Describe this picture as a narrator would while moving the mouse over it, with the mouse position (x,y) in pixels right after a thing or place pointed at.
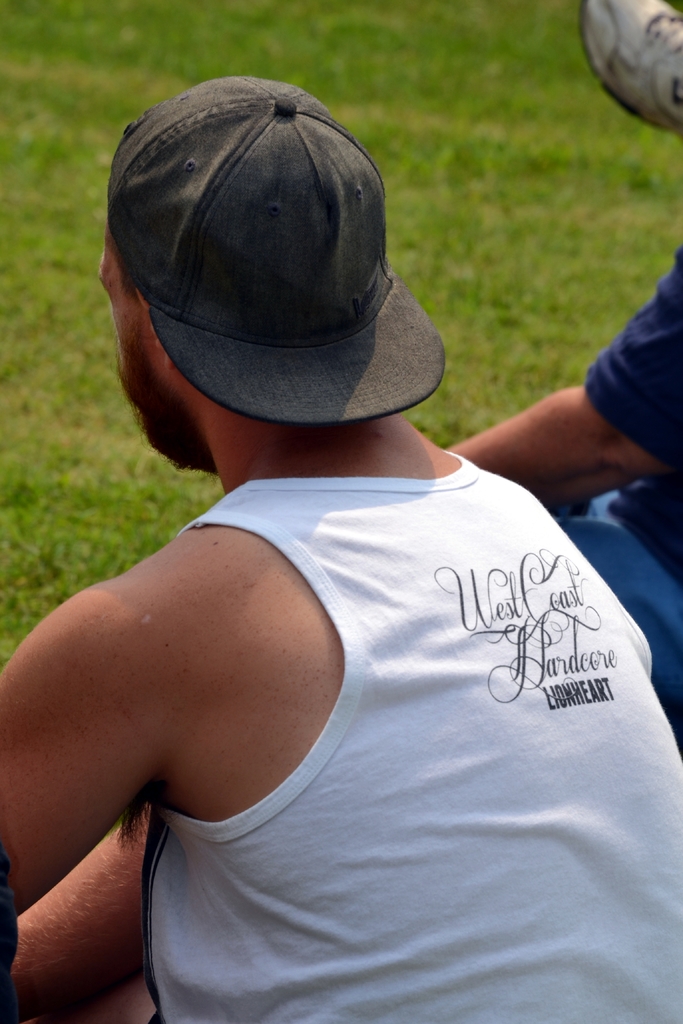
In this picture we can see the backside of a person (670,877) wearing a cap (252,305) and a white vest (238,902) and sitting on the green grass (11,71).
